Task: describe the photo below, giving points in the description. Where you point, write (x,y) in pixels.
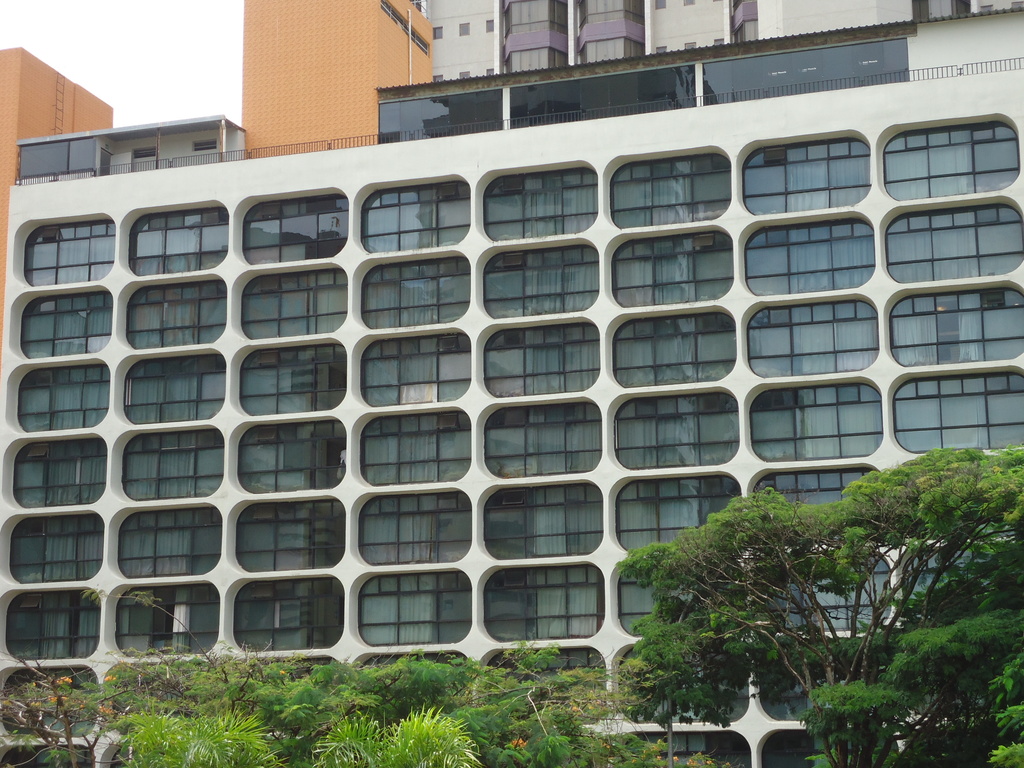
In this image we can see the buildings (443,432), trees (438,671) and also the sky (135,40).
